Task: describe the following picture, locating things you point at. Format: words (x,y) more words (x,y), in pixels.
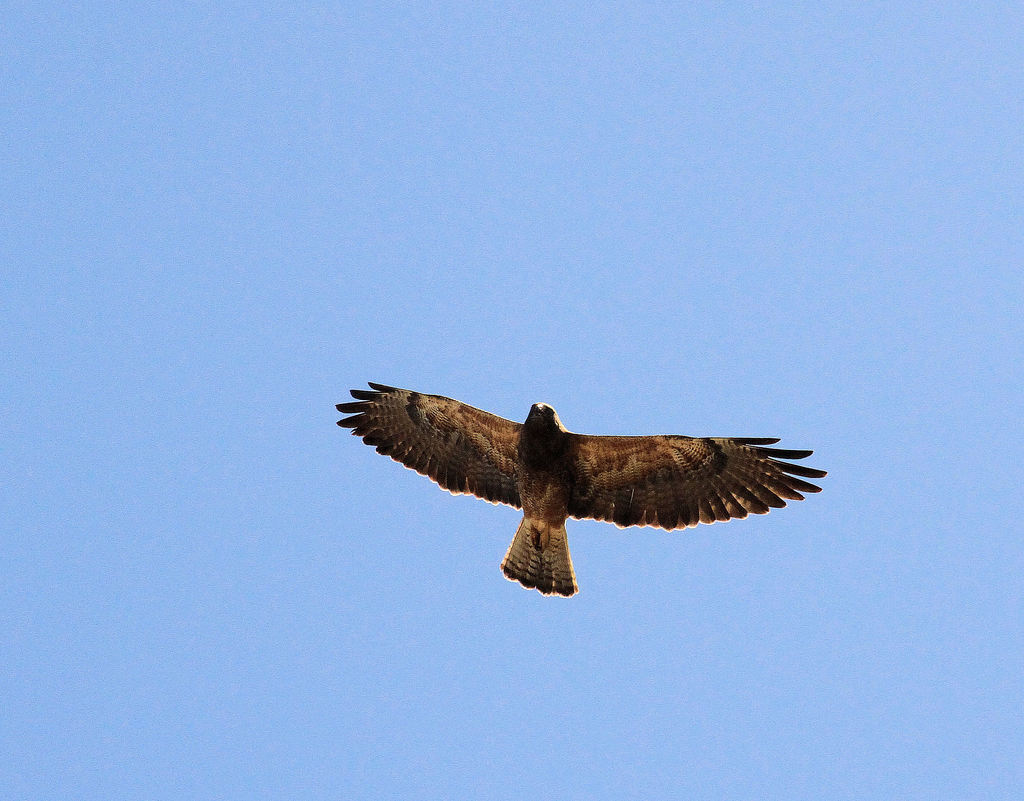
In this image I can see a bird (726,471) and the bird (722,489) is in the air (632,343). The bird (678,476) is in brown and cream color, background (384,134) the sky (485,162) is in blue color.
